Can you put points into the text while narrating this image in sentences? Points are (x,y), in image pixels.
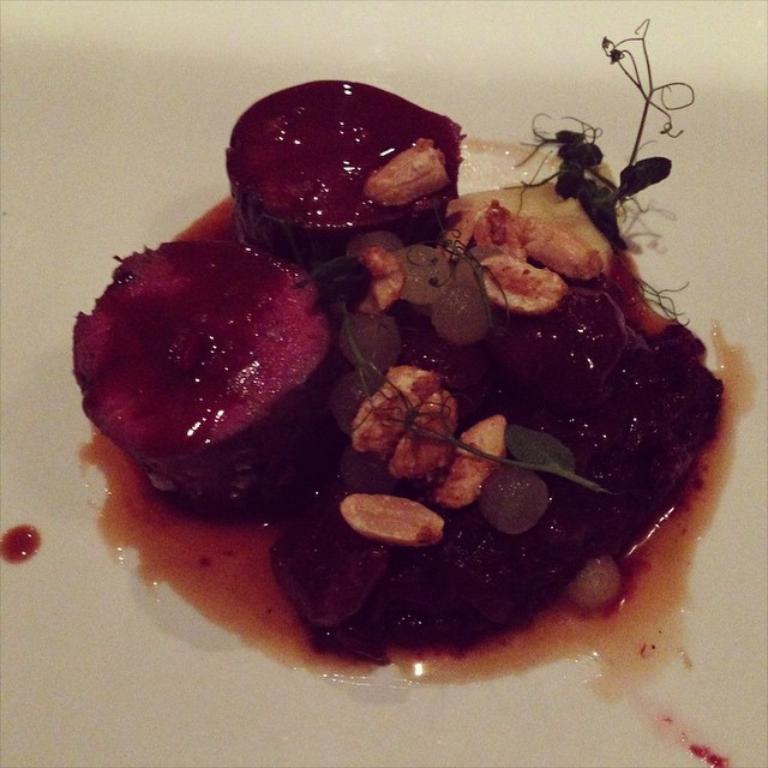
In this image we can see a plate (726,611) containing food (329,369).
